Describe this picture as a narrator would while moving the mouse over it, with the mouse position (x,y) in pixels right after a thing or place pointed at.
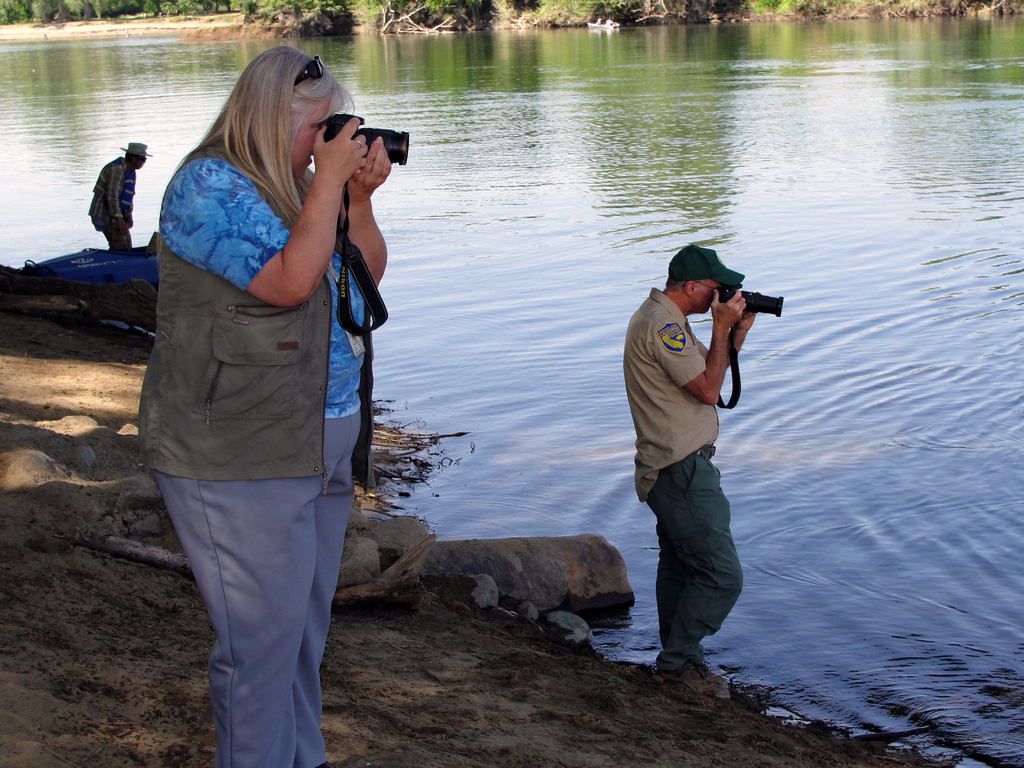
In this image in the front (312,345) there is a woman (284,405) standing and holding a camera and clicking a photo. In the center (650,377) there is a man (693,387) standing and clicking a photo with a camera (746,307) which is black in colour and on the left side (117,193) there is a man (117,190) standing and wearing a hat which is white in colour and in the background (643,86) there is water (707,105) and there are trees (1021,1).
